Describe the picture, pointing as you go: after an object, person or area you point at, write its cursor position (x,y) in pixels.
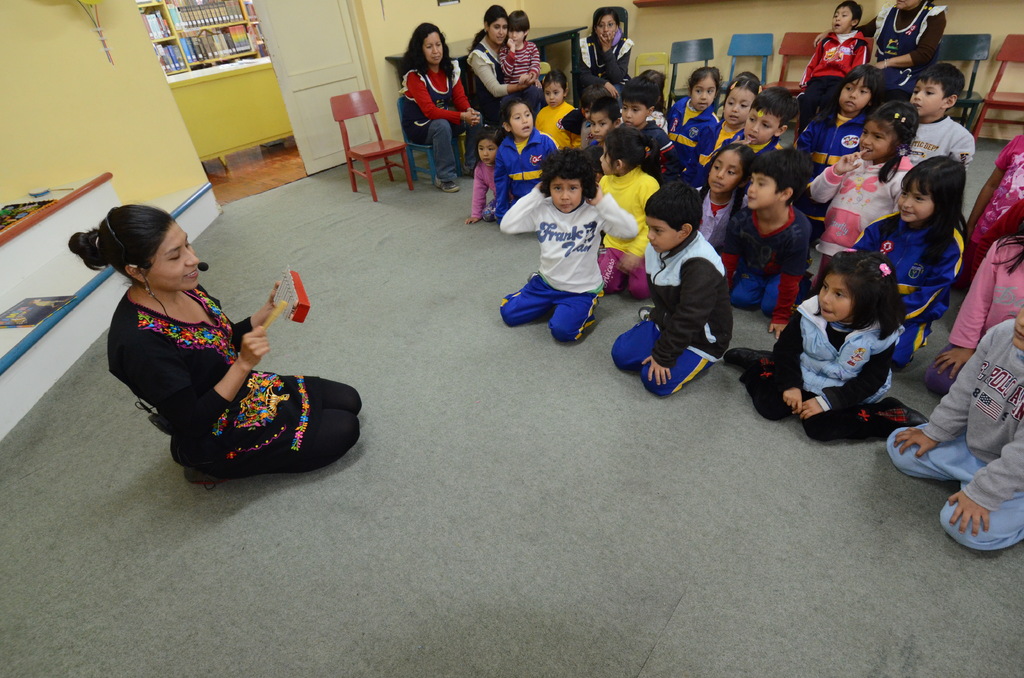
In this picture we can see there is a group of kids (665,182) and people (191,347). A woman (185,339) is holding some objects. Behind the kids (491,215), there are chairs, a door (305,54) and there are books (181,17) in the shelves (180,32). On the left side of the image (16,217), there are some objects (52,190).
